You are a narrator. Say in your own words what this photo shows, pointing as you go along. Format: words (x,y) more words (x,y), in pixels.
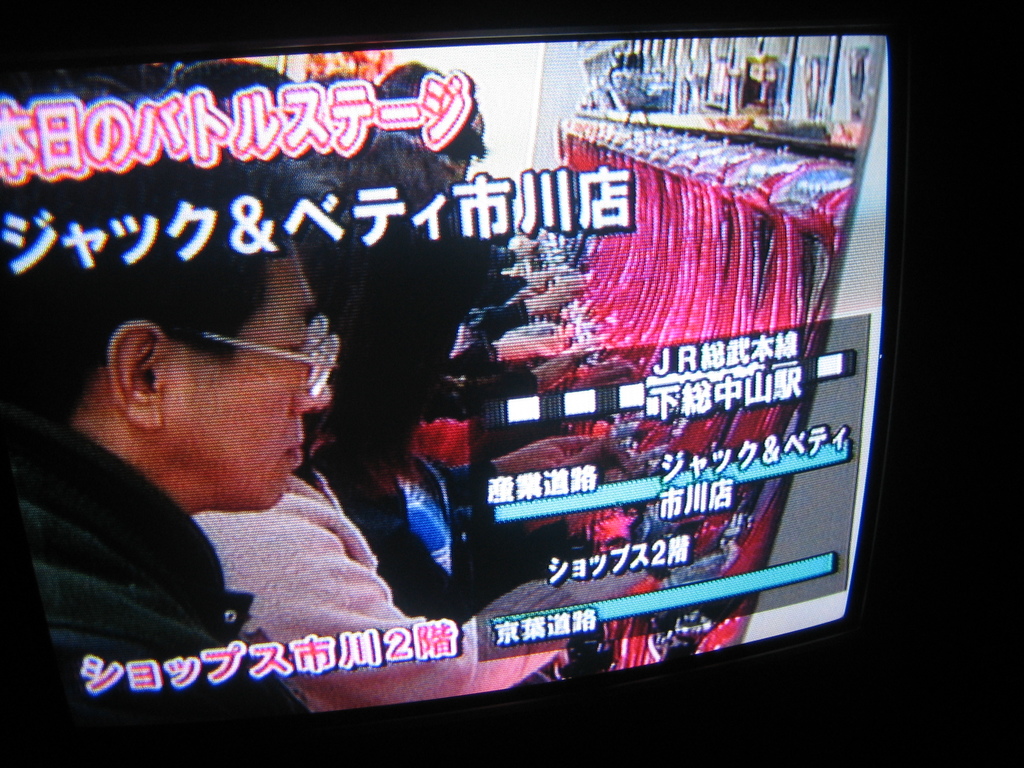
On this screen (859,376) we can see people (248,629) and things (745,260). Something written on this screen (556,444).
